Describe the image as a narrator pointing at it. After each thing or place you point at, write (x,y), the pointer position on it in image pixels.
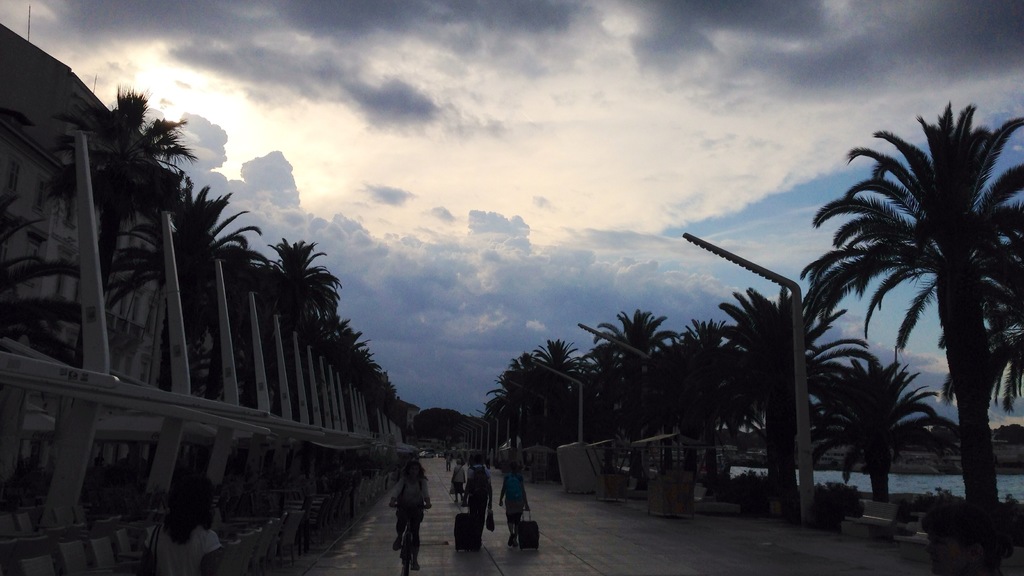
In this image, I can see a building (66,99), trees (375,401), street lights (808,473), bushes (833,512) and benches (923,535). At the bottom of the image (238,532), I can see tables (253,525) and chairs (252,545). I can see few people (518,490) walking and a person (413,506) riding bicycle (407,521). In the background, there is the sky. On the right side of the image (961,489), there is water (948,485).
